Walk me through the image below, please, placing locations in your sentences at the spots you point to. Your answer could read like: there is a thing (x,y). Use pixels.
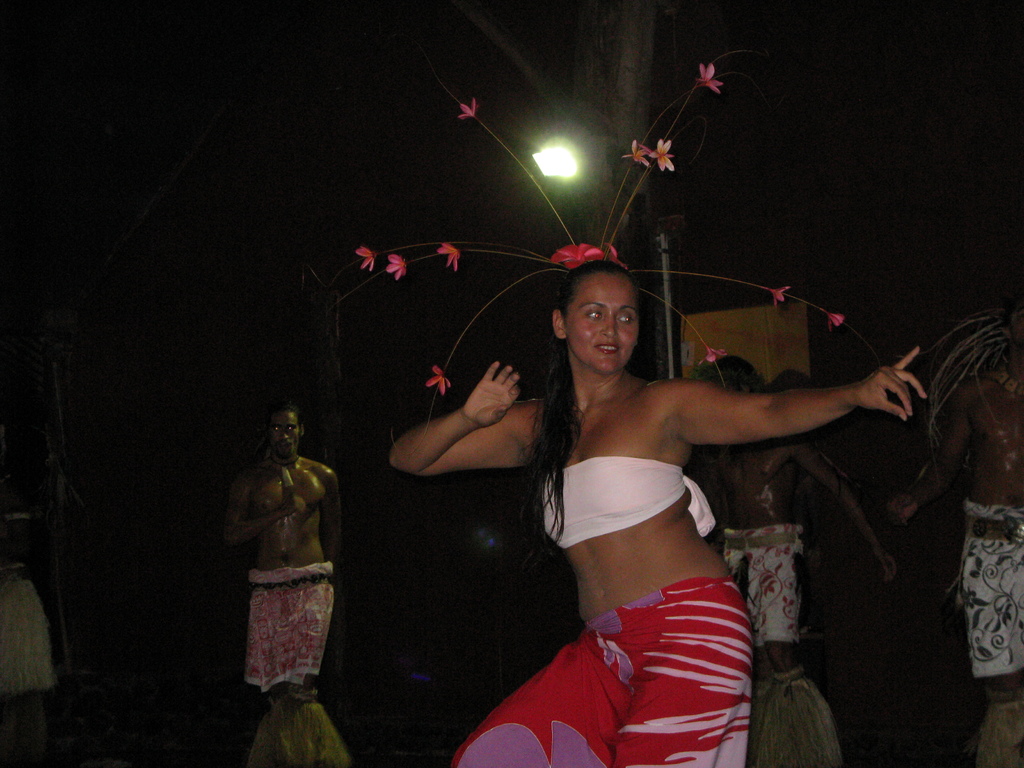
In this picture I can see there is a woman (484,433) standing and she is looking at right side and in the backdrop (1012,634) there are some people (729,368). The background (186,459) is dark.
